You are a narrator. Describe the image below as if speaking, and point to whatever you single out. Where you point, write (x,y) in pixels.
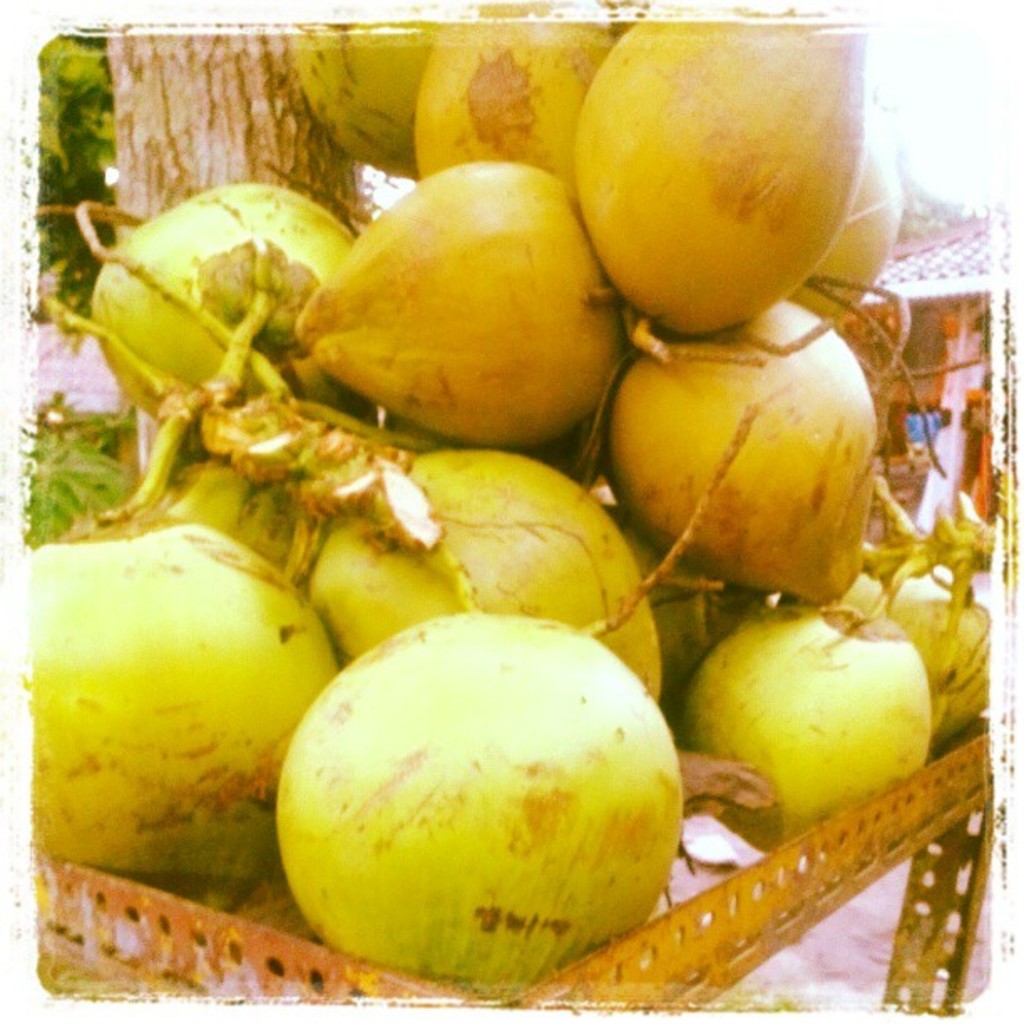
In the image we can see there are coconuts (277,695) which are kept on the iron table (754,918) and behind the coconuts (281,229) there is a stem (208,112) of the tree (215,128).
